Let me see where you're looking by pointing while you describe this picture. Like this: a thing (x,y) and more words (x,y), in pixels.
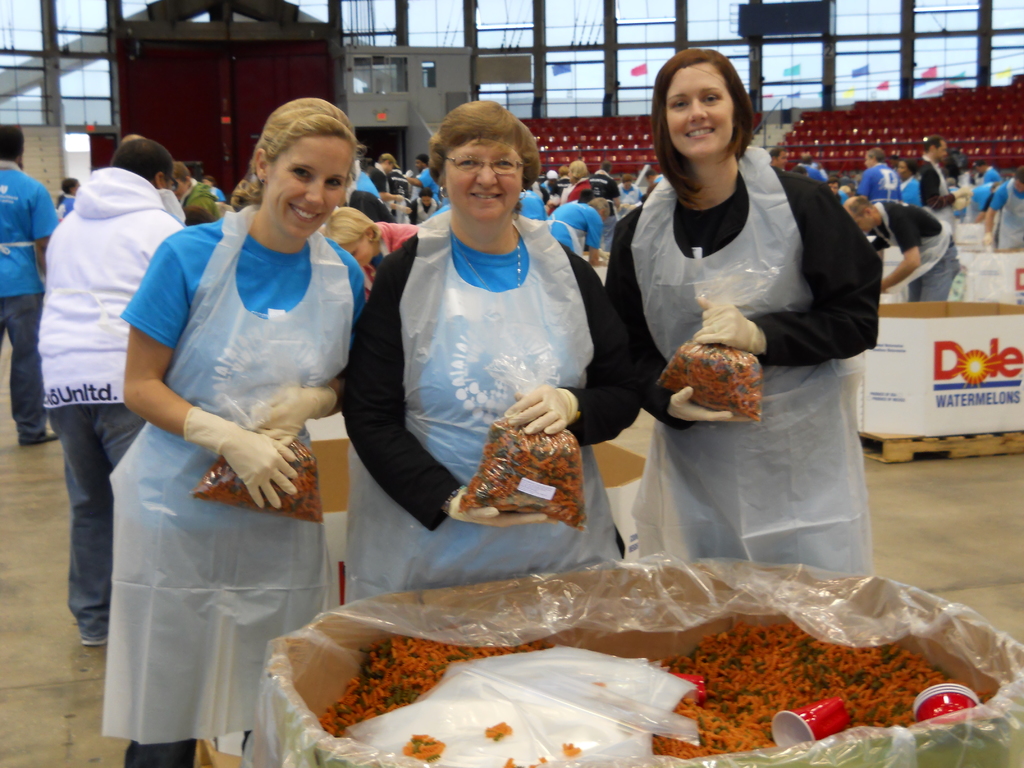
In the foreground of this picture (452,618) we can see a container (394,610) containing some food item (741,665), bags (574,701) and glasses (783,727) and we can see the three persons (305,227) holding some objects (561,444), smiling and standing on the floor (931,518). In the background (1000,210) we can see the group of persons (1001,227), door (261,50), metal rods (789,43), boxes (924,387) and many other items (923,104) and we can see the text (961,378) on the boxes (995,358).
